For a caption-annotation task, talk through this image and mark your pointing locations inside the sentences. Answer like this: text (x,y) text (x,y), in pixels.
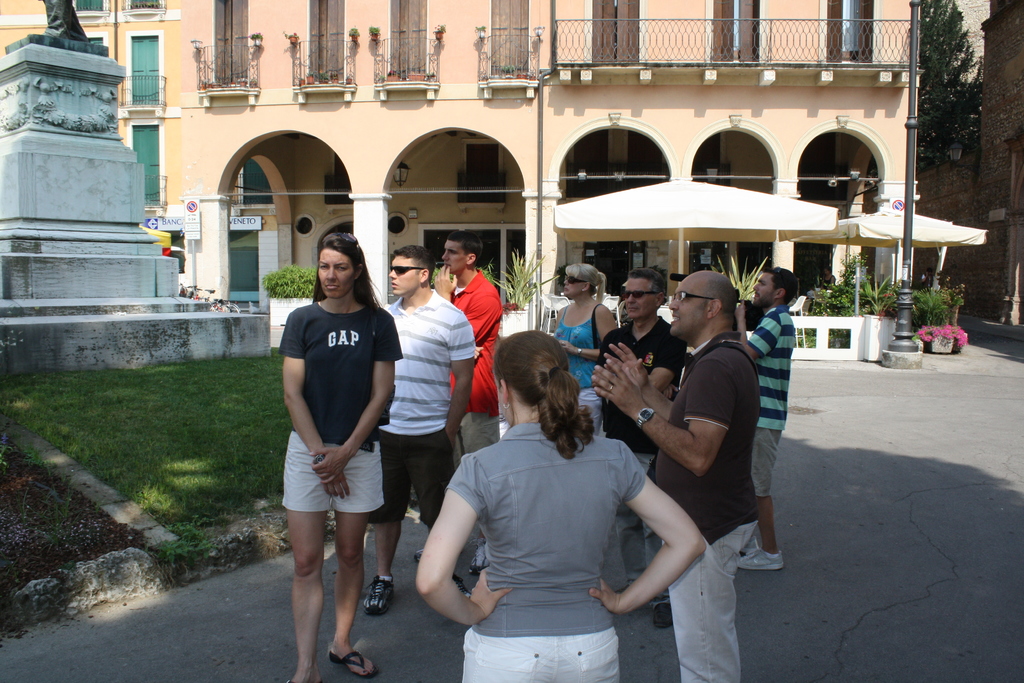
In the image I can see people (543,420) are standing on the ground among them some are wearing glasses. In the background (488,110) I can see buildings (496,185), plants (823,302), fence (796,336), poles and trees (944,53). On the left side of the image (79,436) I can see the grass (143,444) and some other objects (254,322).
